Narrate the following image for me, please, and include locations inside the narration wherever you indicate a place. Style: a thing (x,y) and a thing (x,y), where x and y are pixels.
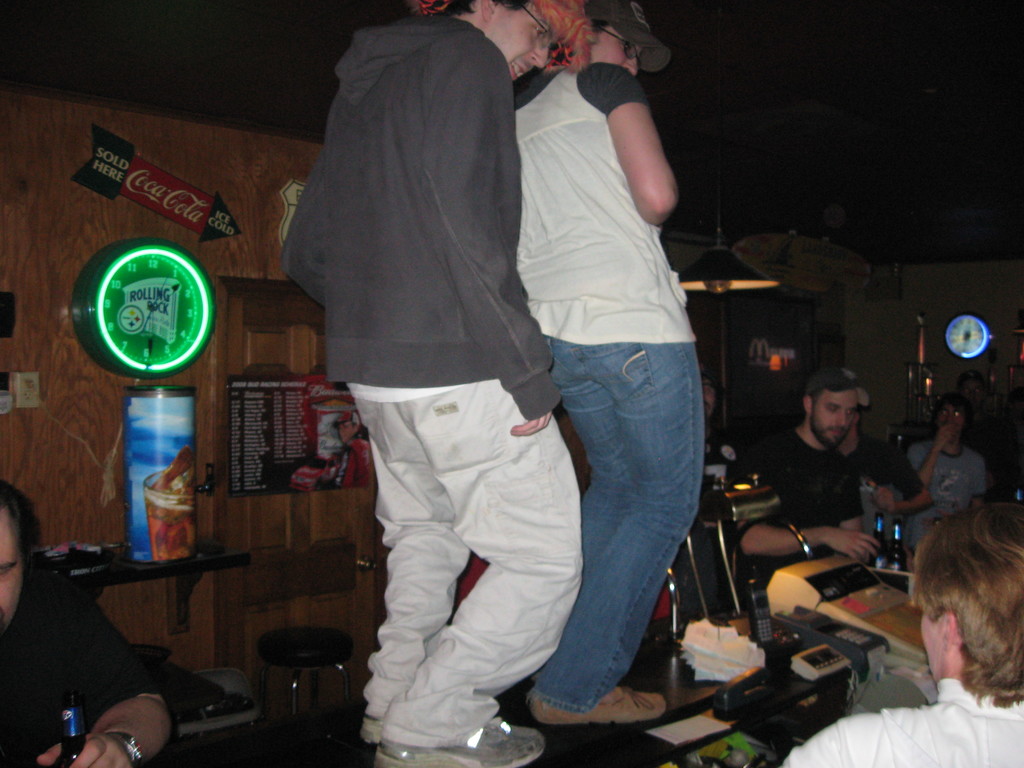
In this picture we can see a group of people (653,594) and there are two men (557,539) standing on a table (628,732). On the left side of the image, a man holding a bottle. On the right side of the two men (542,524), there is a telephone (759,593) and some objects (798,616). Behind the people (412,532), there are boards (336,400), wall (159,629), light (718,267), some objects (71,544) and the dark background (768,150).
